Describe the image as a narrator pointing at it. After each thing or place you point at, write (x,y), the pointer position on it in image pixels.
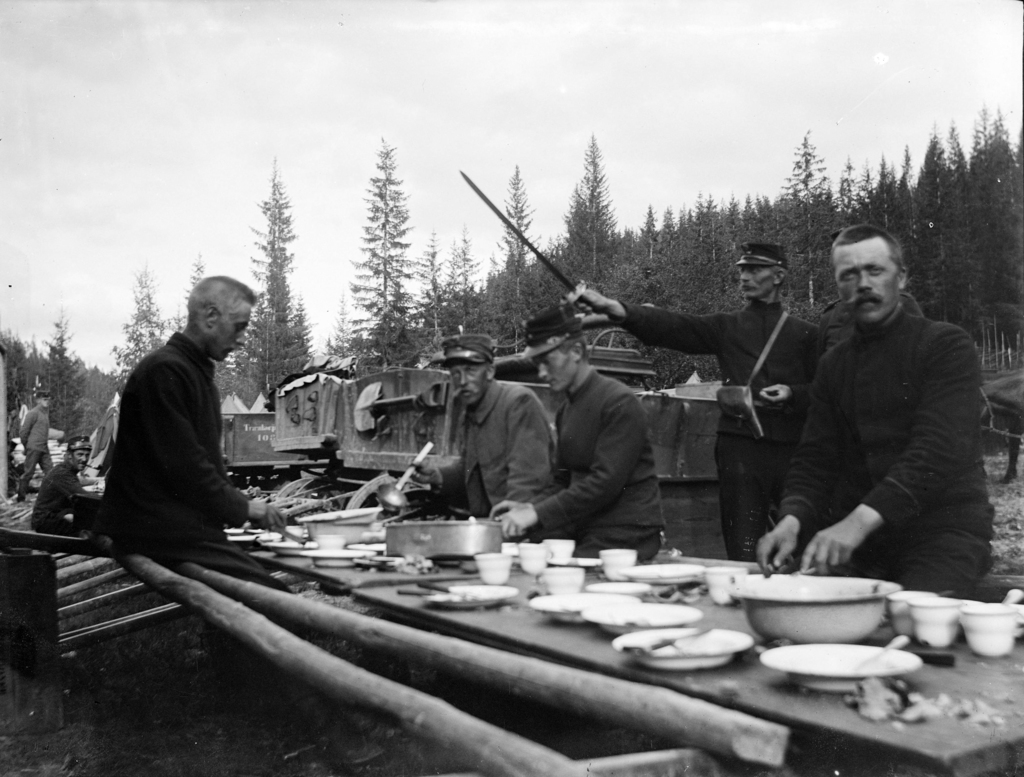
In this picture there are few men (473,372) standing. There is a plate (699,645), spoon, cup (922,621), bowl (849,601), box (473,545) and few other objects (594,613) on the table (463,572). A man (63,486) is sitting on a wooden log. Few trees (600,244) are visible in the background (927,266).
